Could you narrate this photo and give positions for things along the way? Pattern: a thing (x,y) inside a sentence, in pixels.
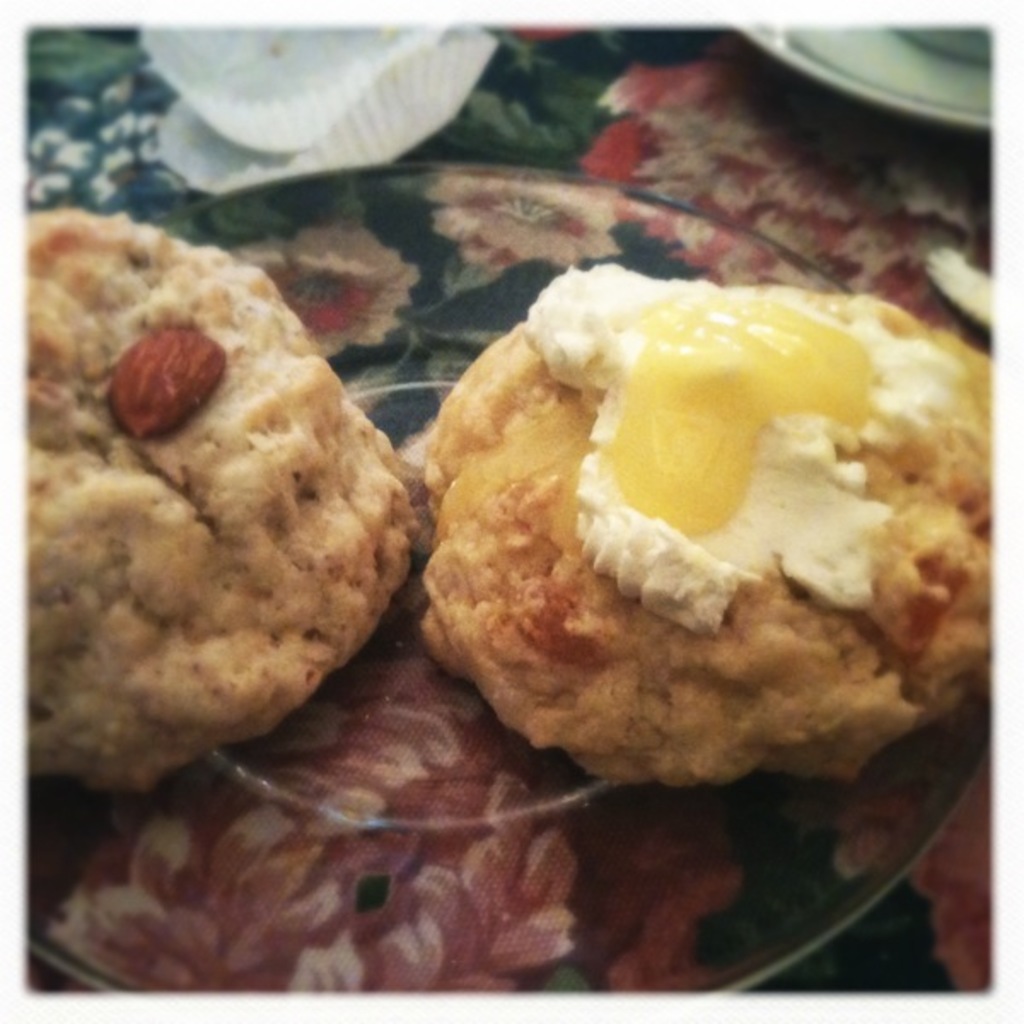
In this image I can see the food (936,674) which is in cream, yellow and white color and the food (651,684) is on the plate (623,858) and the plate (409,888) is transparent.
